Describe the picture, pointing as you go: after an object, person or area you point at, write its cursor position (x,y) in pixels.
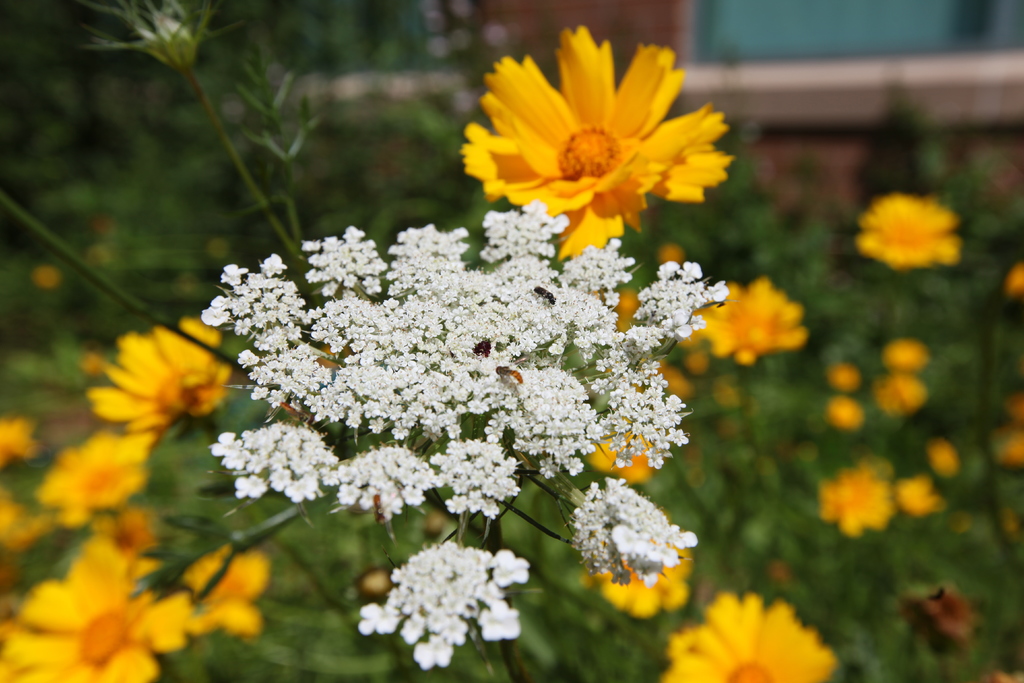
In this image there are plants (518,454) with flowers (715,340), there are leaves (92,211) on the left corner (111,177). It looks like a building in the background (337,84).
